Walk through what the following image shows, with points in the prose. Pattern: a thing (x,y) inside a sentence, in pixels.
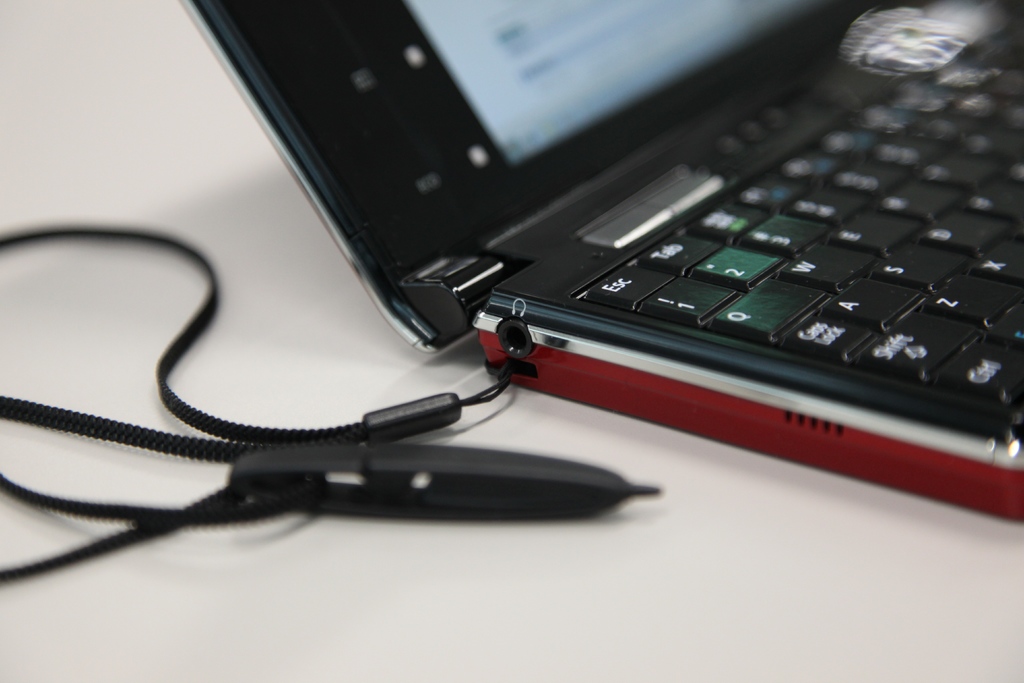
In this image we can see the key chain (301,456) and the close view of the laptop (561,172) placed on the white surface (448,613). This part of the image is blurred.
